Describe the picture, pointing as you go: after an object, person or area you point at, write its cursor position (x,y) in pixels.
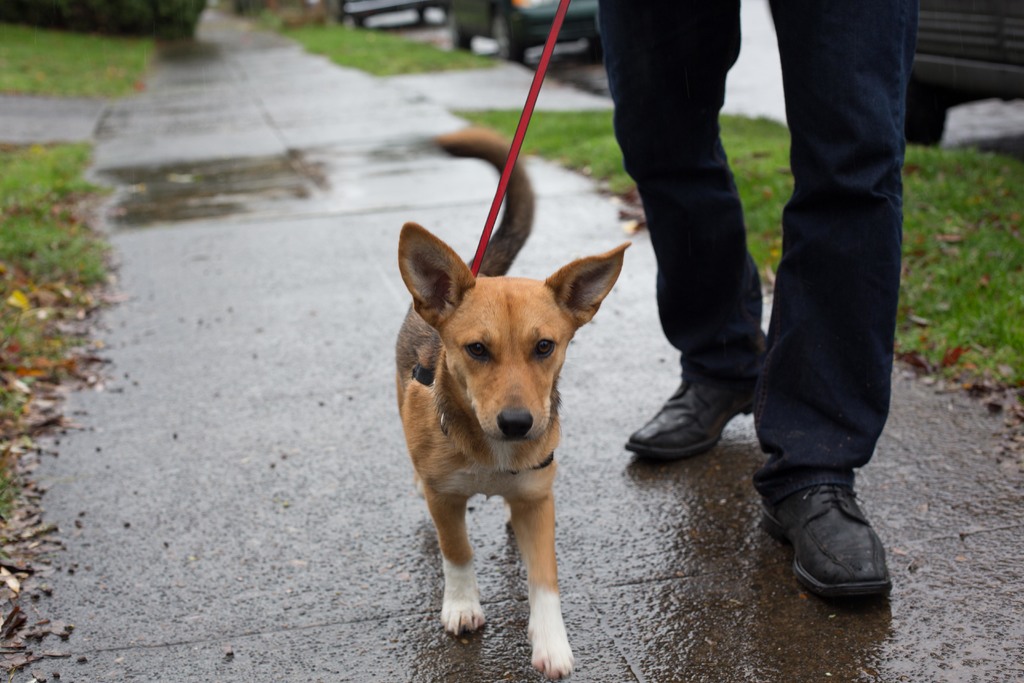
In this picture, we can see legs (661,101) of a person (796,95), and we can see a dog (522,358) with belt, we can see the path (155,232), ground (71,289) with grass (27,399), and we can see the road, and a few vehicles (938,38) in the background (922,11).
